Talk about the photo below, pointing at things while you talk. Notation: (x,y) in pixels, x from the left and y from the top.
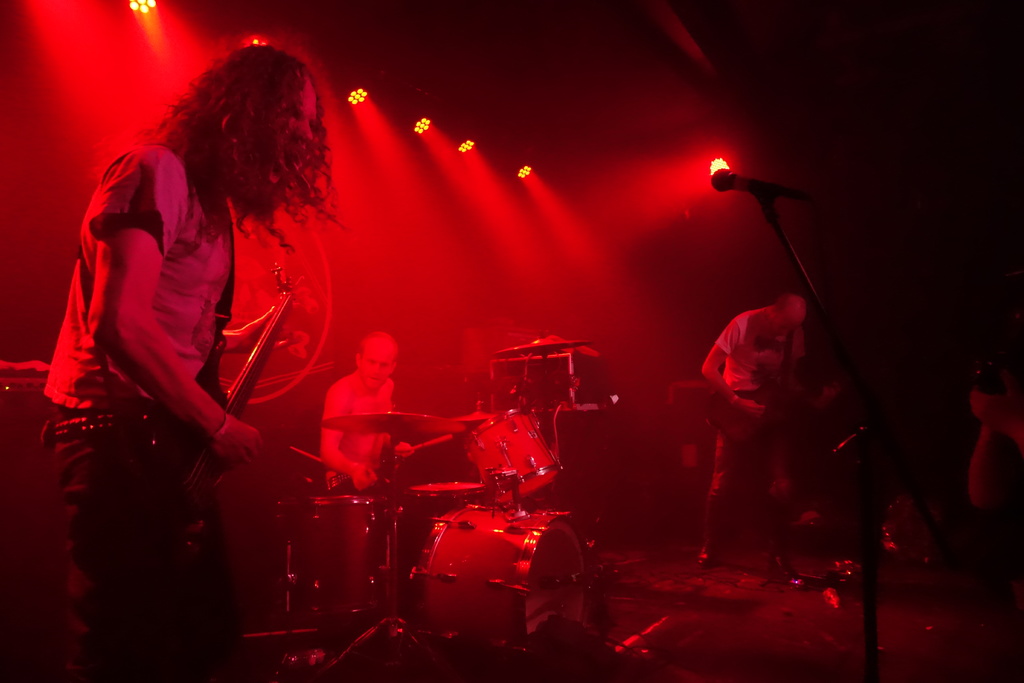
In this picture there is a man (166,264) playing guitar (216,479). There is another man (736,359) playing guitar (753,414). There is a person (375,436) sitting on the chair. There are drums (529,467) and other musical instruments (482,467). There is a mic (761,184). There are some lights (717,171) at the background (148,2).
